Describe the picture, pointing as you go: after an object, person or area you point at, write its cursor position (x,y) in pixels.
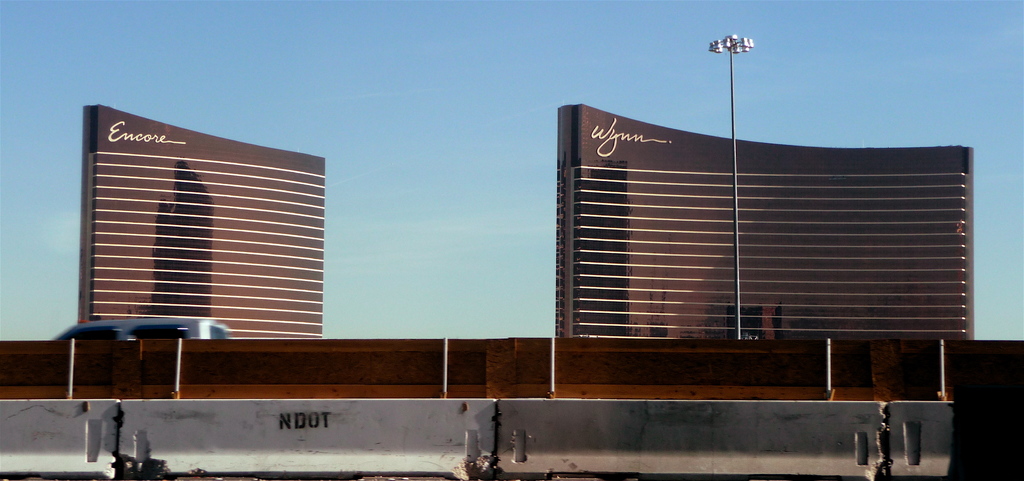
In this image, there are buildings (275,327), a vehicle (222,326), wall (686,378) and lights (747,46) to a pole (739,302). At the bottom of the image (547,444), I can see jersey barriers (707,457). In the background (362,95) there is the sky (342,61).
